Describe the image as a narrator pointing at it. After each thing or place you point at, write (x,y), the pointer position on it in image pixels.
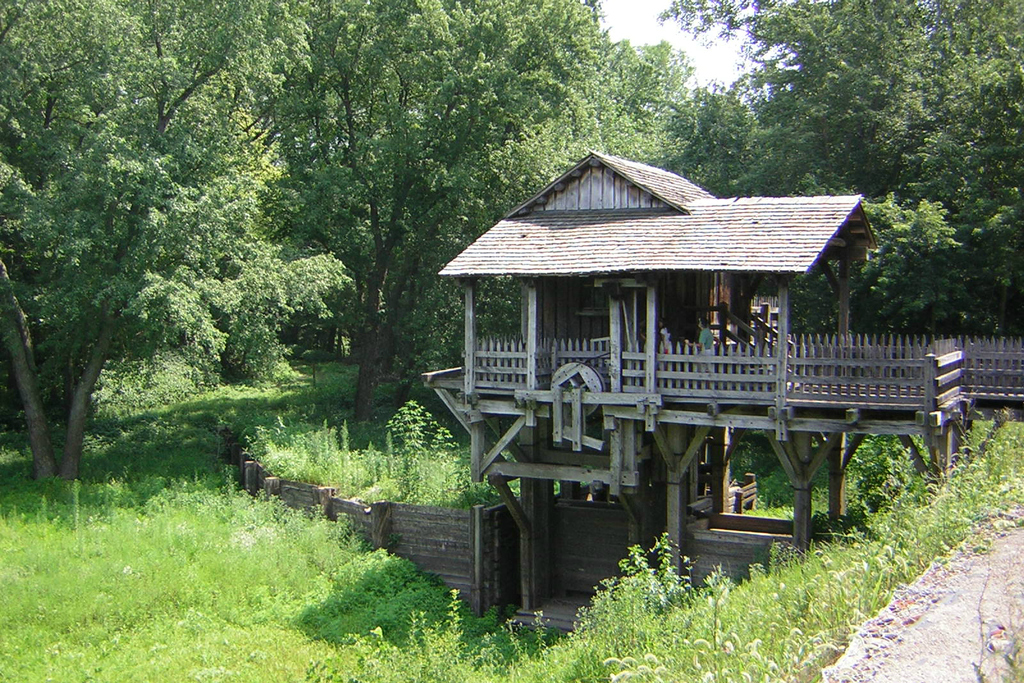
In this picture there is a wooden house (542,325) in the center of the image (659,228) and there is greenery (343,24) around the area of the image.
